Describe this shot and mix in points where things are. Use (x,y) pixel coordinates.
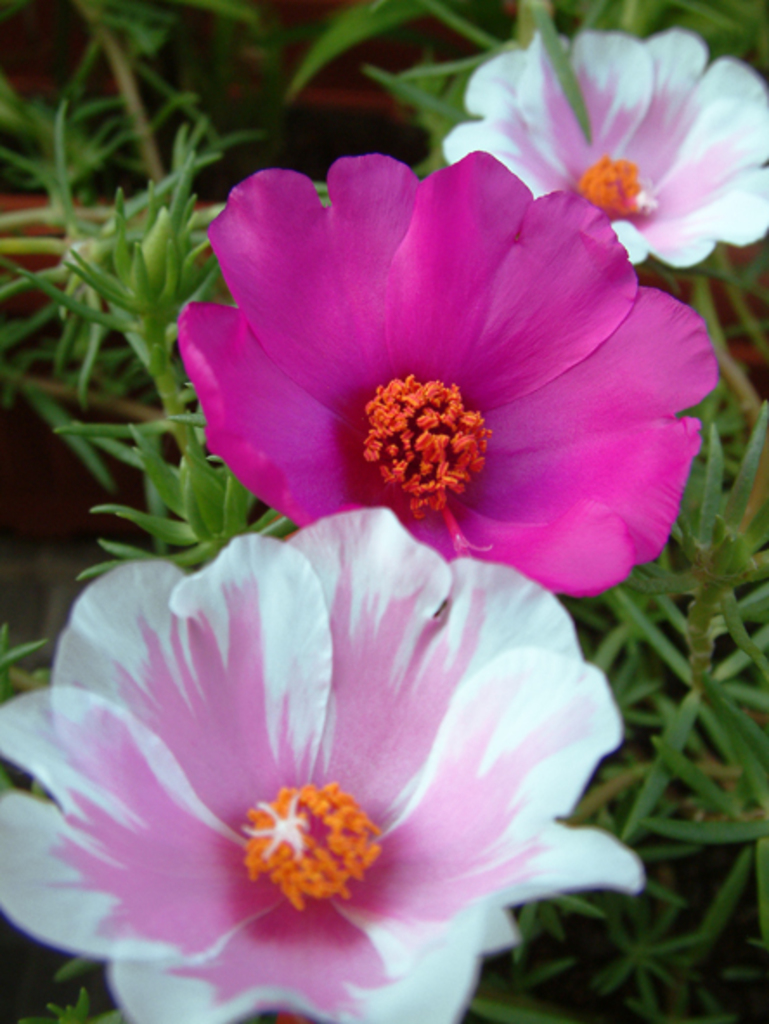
In this image I can see few pink and white colour flowers (382,359). I can also see orange colour buds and green colour leaves (548,37). I can see this image is little bit blurry from background (49,70).
